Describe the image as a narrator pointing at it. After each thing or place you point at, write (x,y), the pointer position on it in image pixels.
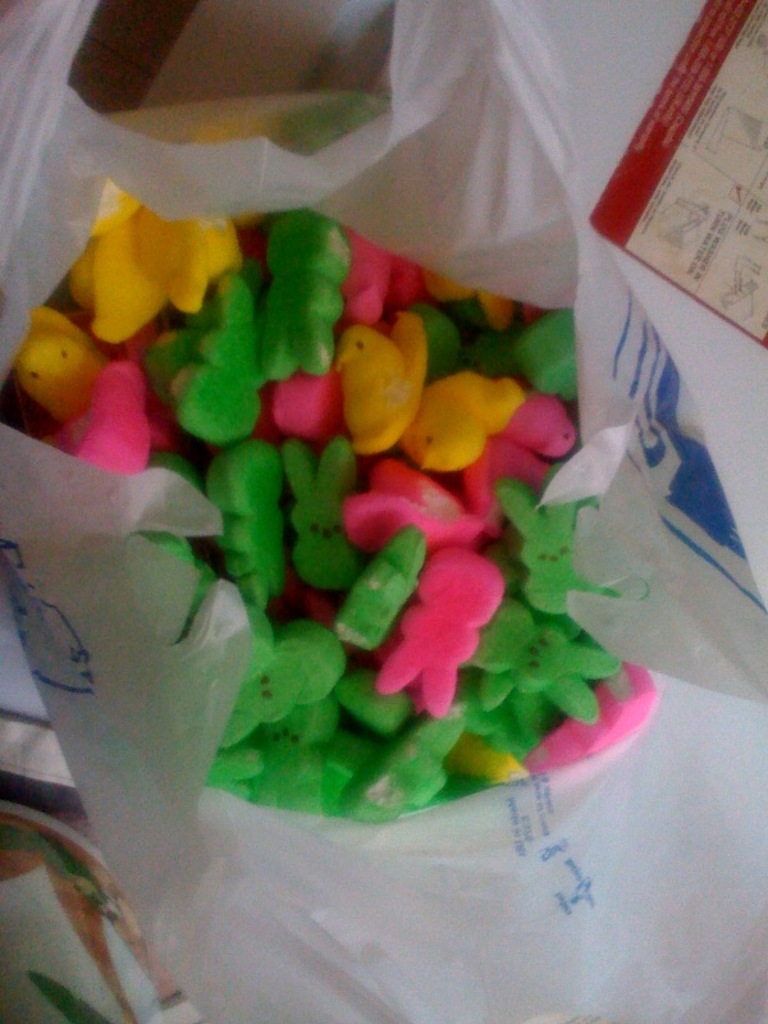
In this image I can see different color of candies (280,586) like green, pink, yellow. I can see all the candies (247,270) are in a carry bag (494,185).
